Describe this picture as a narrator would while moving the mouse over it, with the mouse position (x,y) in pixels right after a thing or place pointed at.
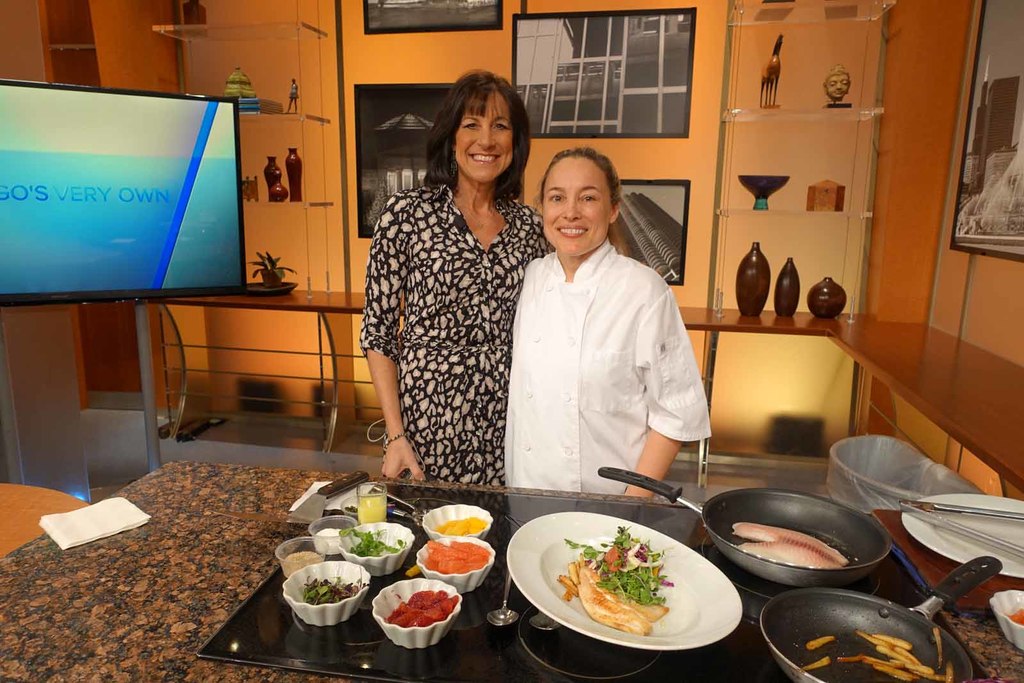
In this picture there are two persons (563,343) standing and there are few eatables (621,571) in front of them and there is a television (123,216) in the left corner (59,230) and there are few other objects (600,69) in the background (576,64).
